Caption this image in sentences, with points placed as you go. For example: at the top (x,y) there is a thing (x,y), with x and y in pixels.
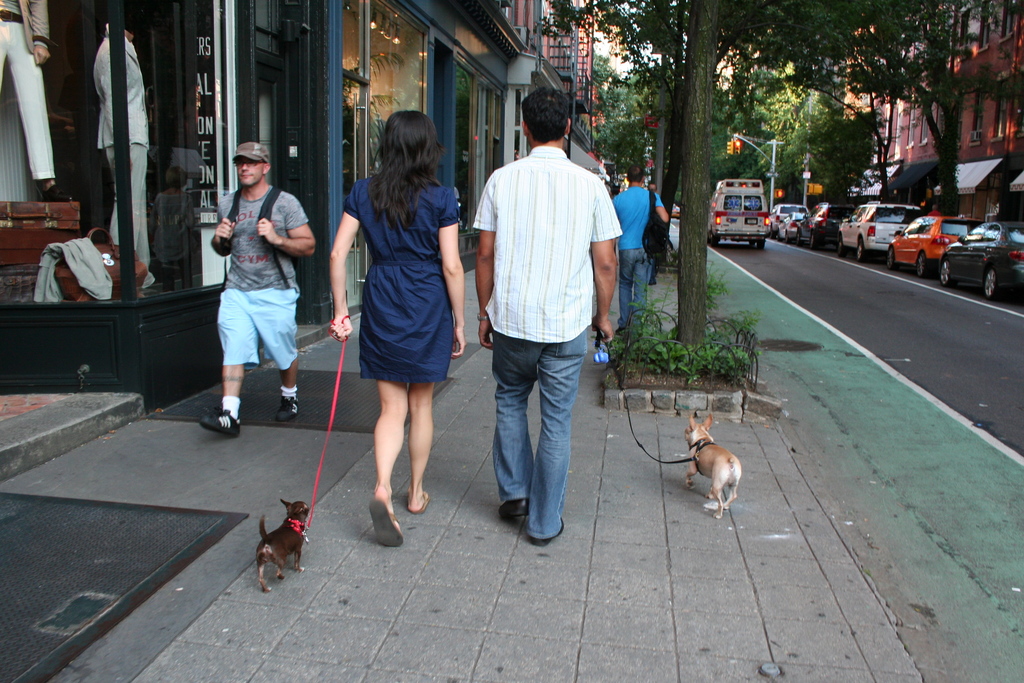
In this picture we see few people (386,463) walking on the sidewalk (652,474) by holding dogs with the string (338,369) and we see a man (257,250) walking by wearing a backpack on his back (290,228) and we see few cars (877,203) parked and few buildings (569,47) and few trees (762,65) around.
